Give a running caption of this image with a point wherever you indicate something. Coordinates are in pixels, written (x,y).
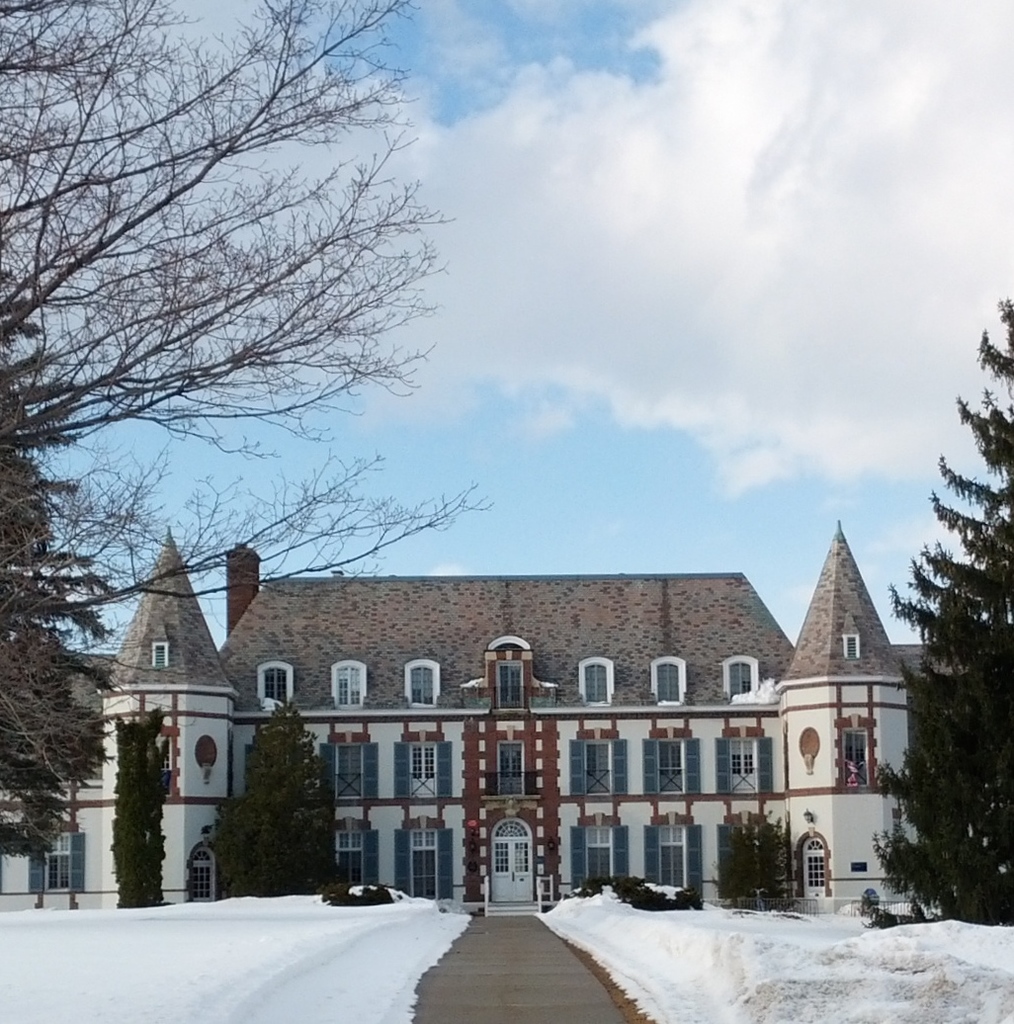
In this image there is snow (75,995), plants (911,907), building (449,791), trees (962,885), and in the background (510,452) there is sky (671,271).
